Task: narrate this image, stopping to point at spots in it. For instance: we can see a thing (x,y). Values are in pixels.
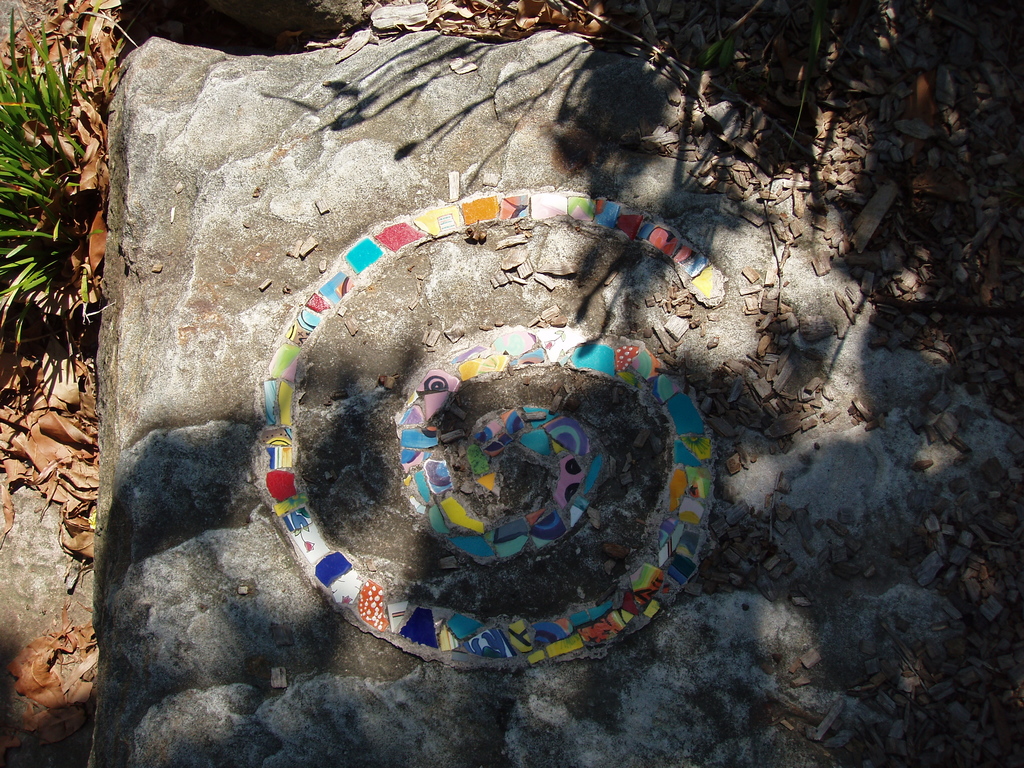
In the picture we can see a stone (693,671), on the stone (389,421) there is something made up of small pieces of stones (513,409). On the left (51,263) there are dry leaves (77,43) and grass (20,153). At the top (671,72) there are dry leaves (508,31).
